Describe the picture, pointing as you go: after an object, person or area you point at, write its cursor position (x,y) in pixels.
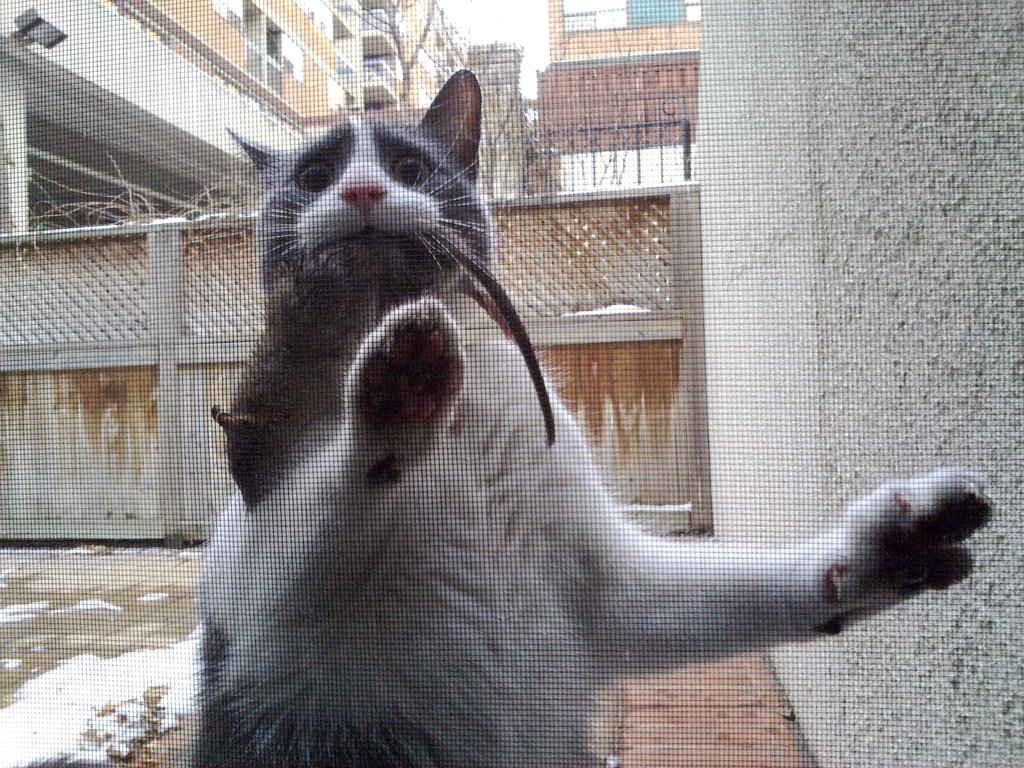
In this image there is a cat (436,362), in the background (119,236) there is a gate (516,199) and buildings (293,7), on the right side (728,257) there is a wall (1000,143).
